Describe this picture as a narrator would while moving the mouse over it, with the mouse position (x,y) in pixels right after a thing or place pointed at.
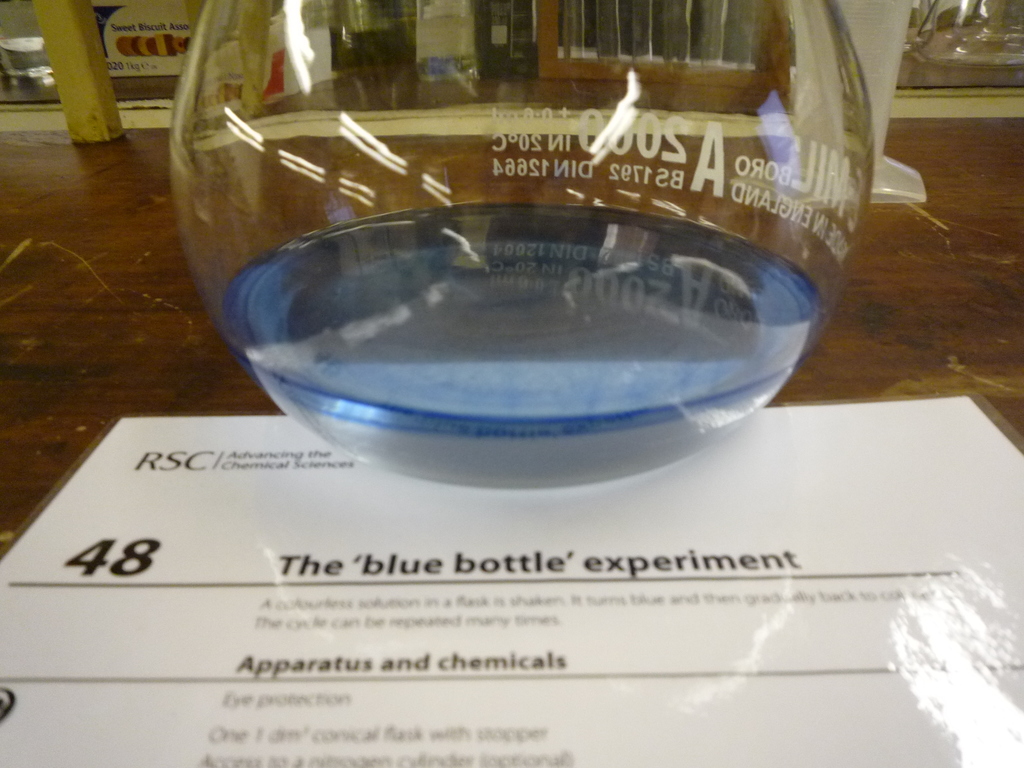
In this image we can see a jar (600,470) and a paper (604,579) placed on the table (102,271).
